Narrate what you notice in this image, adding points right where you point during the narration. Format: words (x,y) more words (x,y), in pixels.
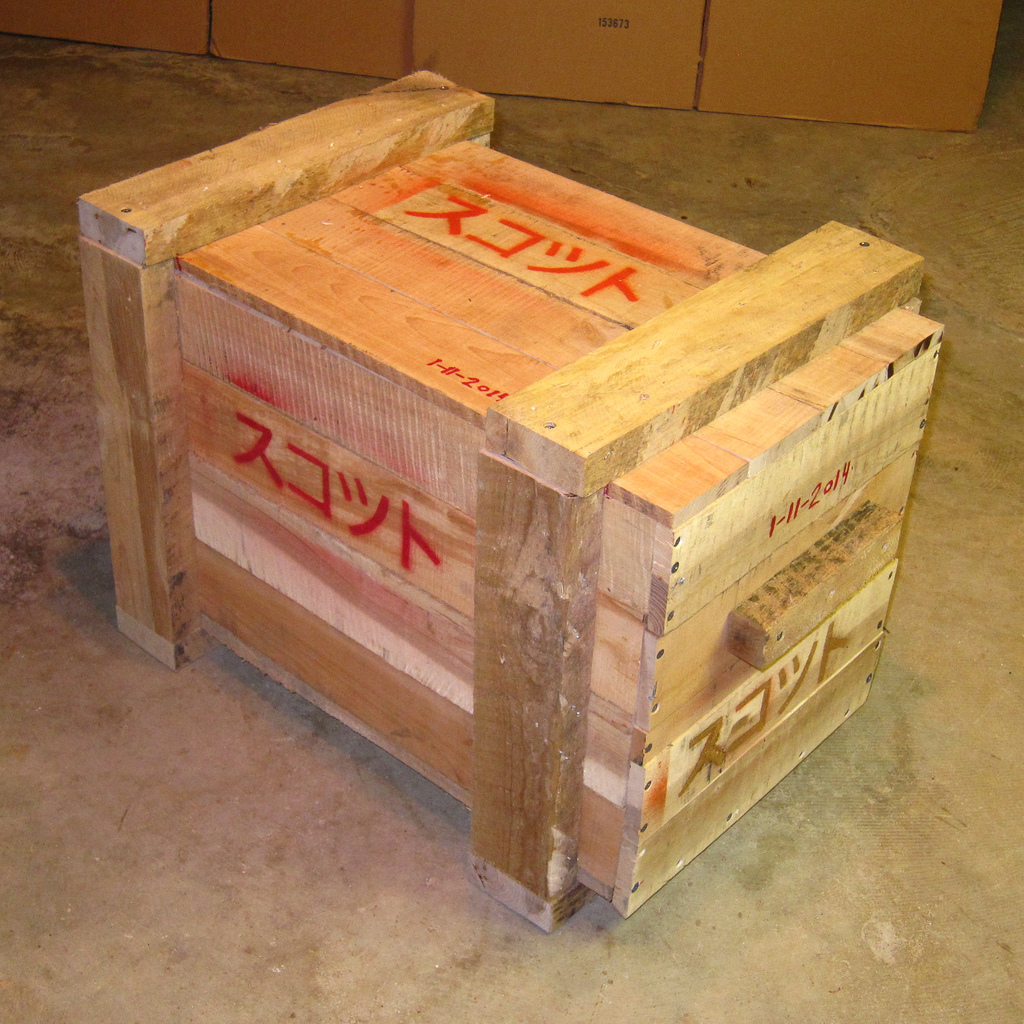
In the foreground of this picture (505,514), there is a crate (530,475) on the ground (893,773). In the background (900,38), there are cardboard boxes (400,38).
